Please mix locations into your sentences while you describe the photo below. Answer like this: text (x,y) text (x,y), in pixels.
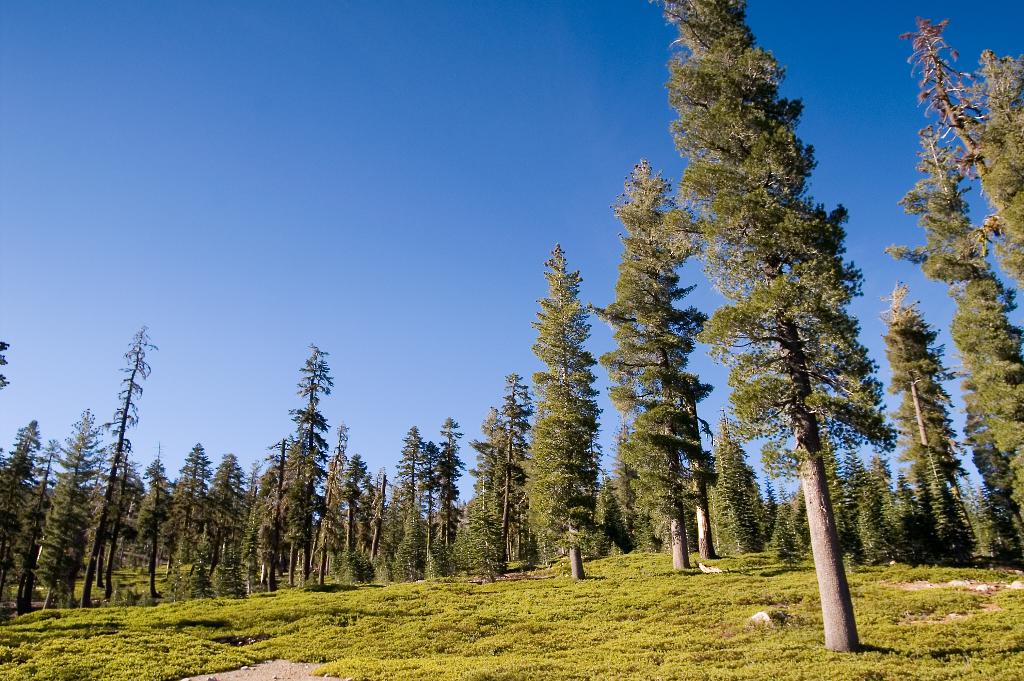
This is the picture of a forest (818,438). In this image there are trees (601,536). At the top (398,80) there is sky (339,92). At the bottom (631,589) there is grass (610,639).
